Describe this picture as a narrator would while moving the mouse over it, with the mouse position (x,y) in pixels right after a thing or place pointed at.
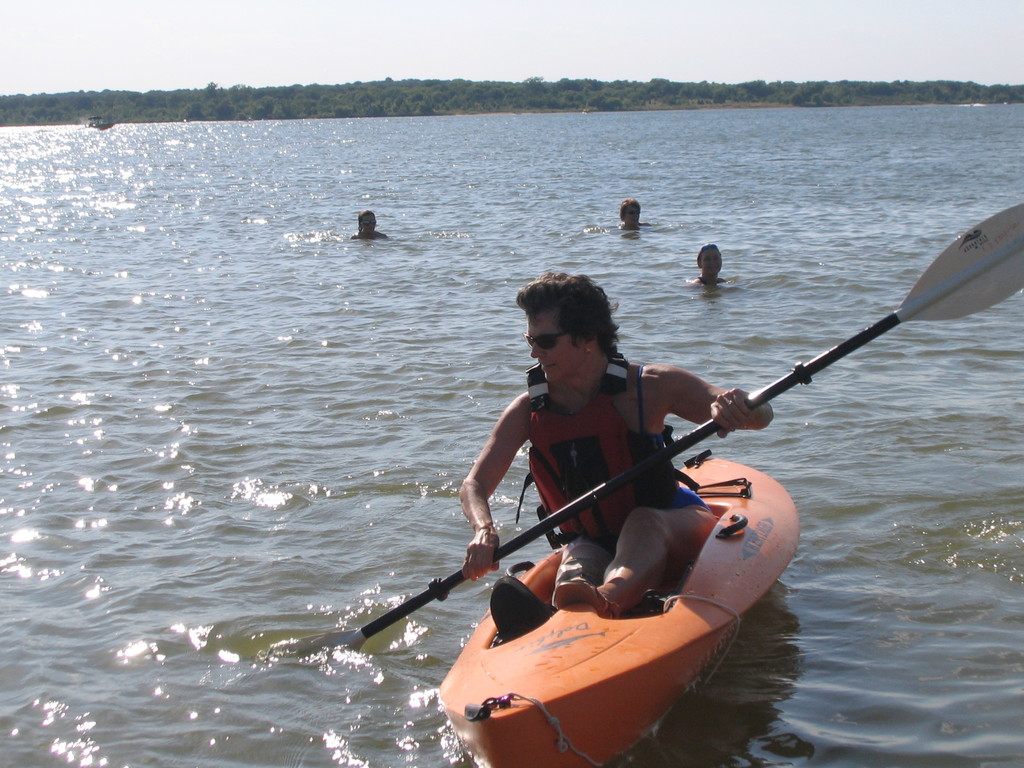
In this picture we can see a boat (680,584) and group of people (659,445), we can see a person (629,500), who is seated in the boat (731,552), and we can find few people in the water (349,220), in the background (180,112) we can see few trees (440,106).
